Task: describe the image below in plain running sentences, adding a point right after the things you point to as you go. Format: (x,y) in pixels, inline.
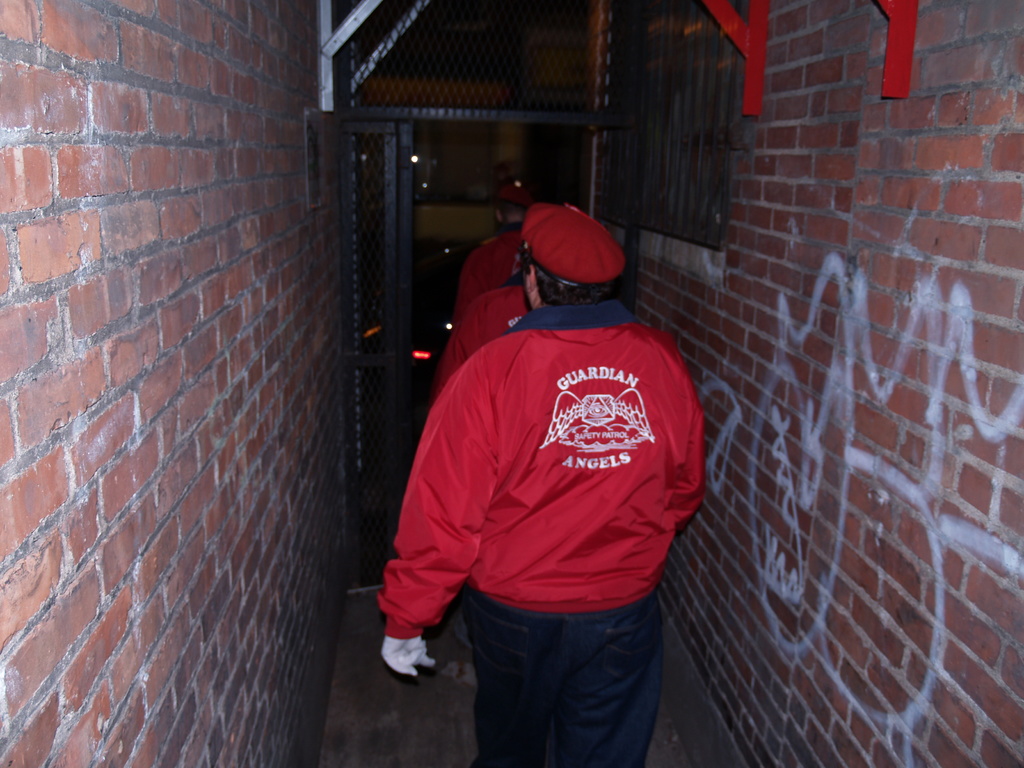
In the image there are a group of guards (528,365) moving in between the path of two walls (157,453), the walls (716,281) are constructed with bricks (752,429).
